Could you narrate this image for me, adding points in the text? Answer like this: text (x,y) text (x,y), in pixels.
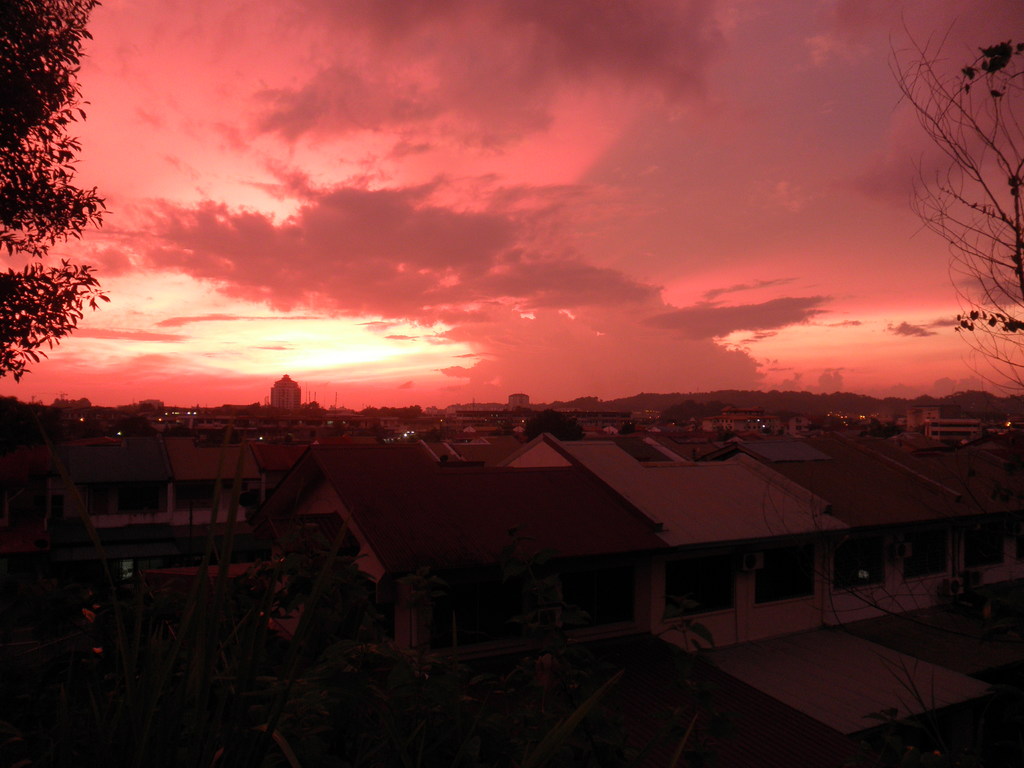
In this image, I can see the houses (362,444) and buildings (463,480). These are the trees (48,300) and the plants (479,727). I think this is the roof (831,660). I can see the clouds (447,258) in the sky (679,282). This sky (516,235) looks reddish in color.
